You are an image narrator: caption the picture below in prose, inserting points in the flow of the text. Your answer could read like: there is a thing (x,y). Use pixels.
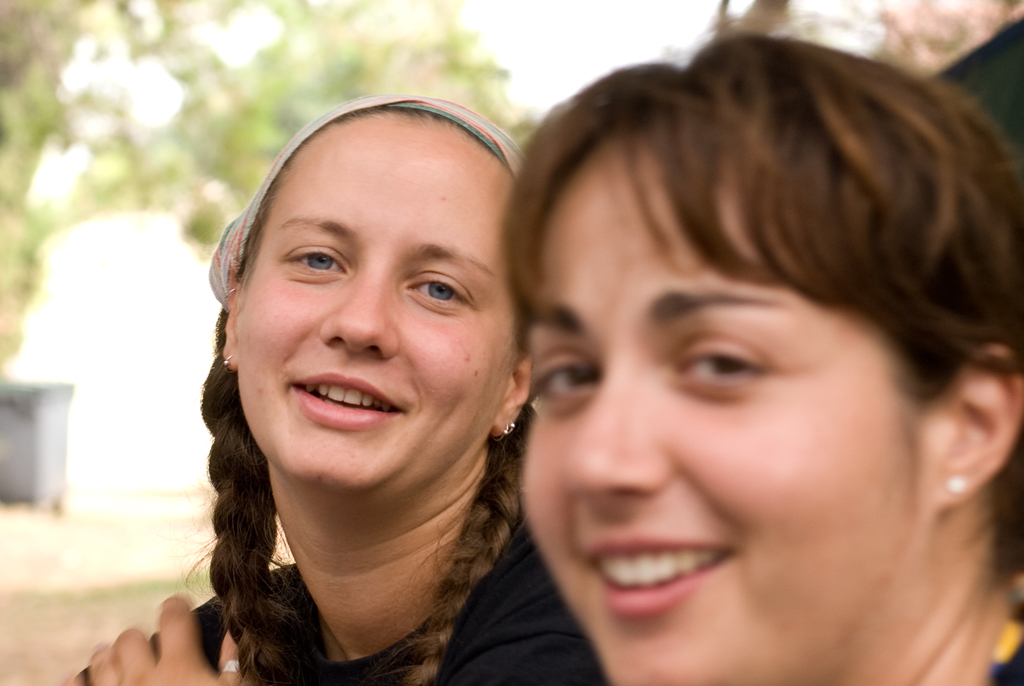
On the left side (302,417), there is a woman (400,588), smiling and watching something. On the right side (992,623), there is another woman (877,507), smiling and watching something. And the background (104,475) is blurred.
